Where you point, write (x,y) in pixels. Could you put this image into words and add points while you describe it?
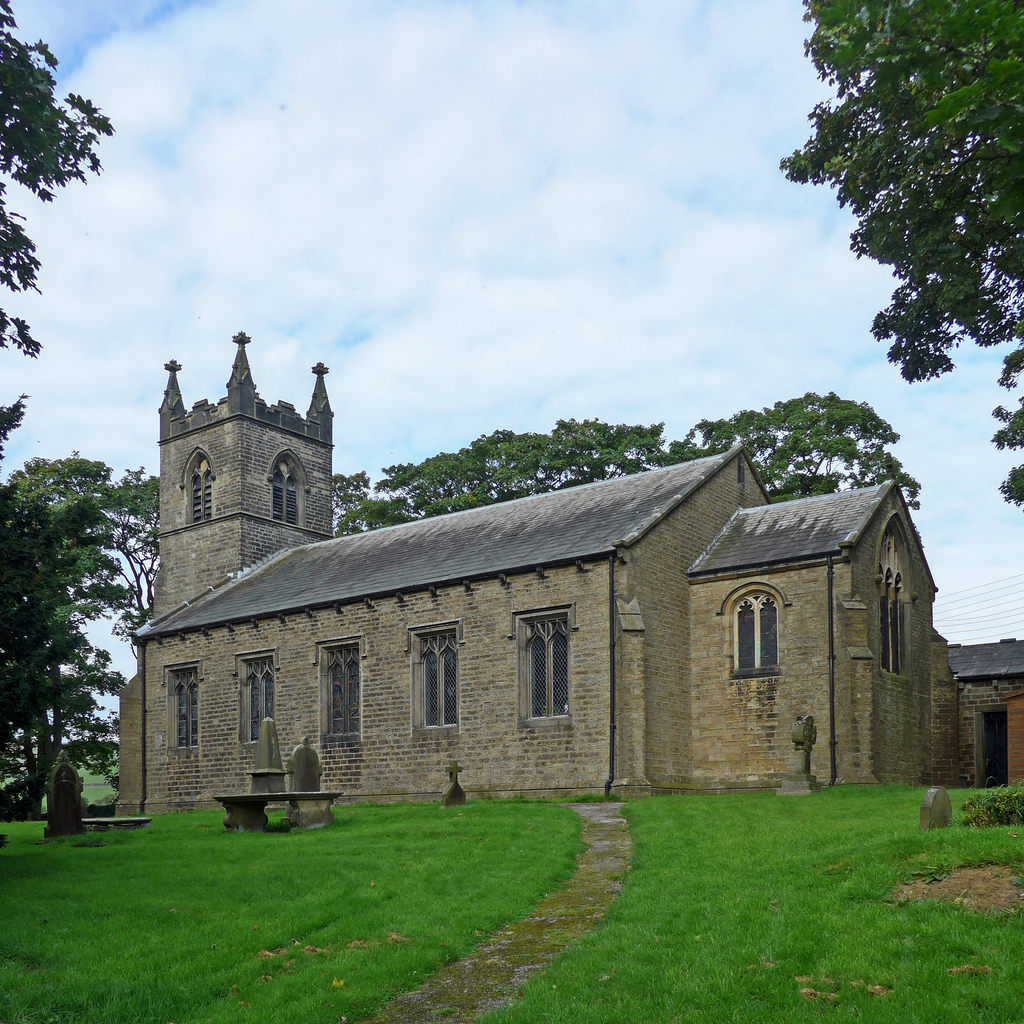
In this image there is a building (808,632). There is grass (181,863). There are trees (2,663) in the background (87,746). There is a sky (959,564). There are some objects (233,817) in front of the building (520,681).
